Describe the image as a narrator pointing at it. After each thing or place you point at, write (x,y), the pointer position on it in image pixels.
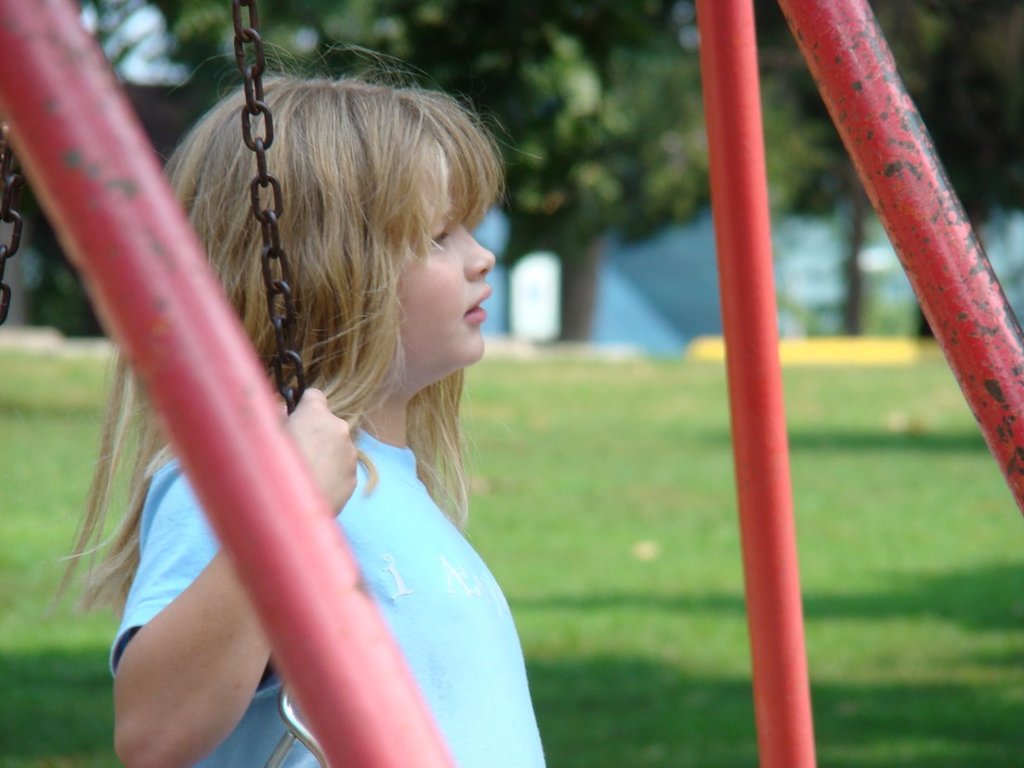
In the foreground (65,19) of the picture we can see iron poles (743,16) and a girl (346,427) holding chain (242,67). In the middle (497,401) there is grass (913,524). In the background (582,54) we can see trees (625,141) and some blue color object (625,272).
